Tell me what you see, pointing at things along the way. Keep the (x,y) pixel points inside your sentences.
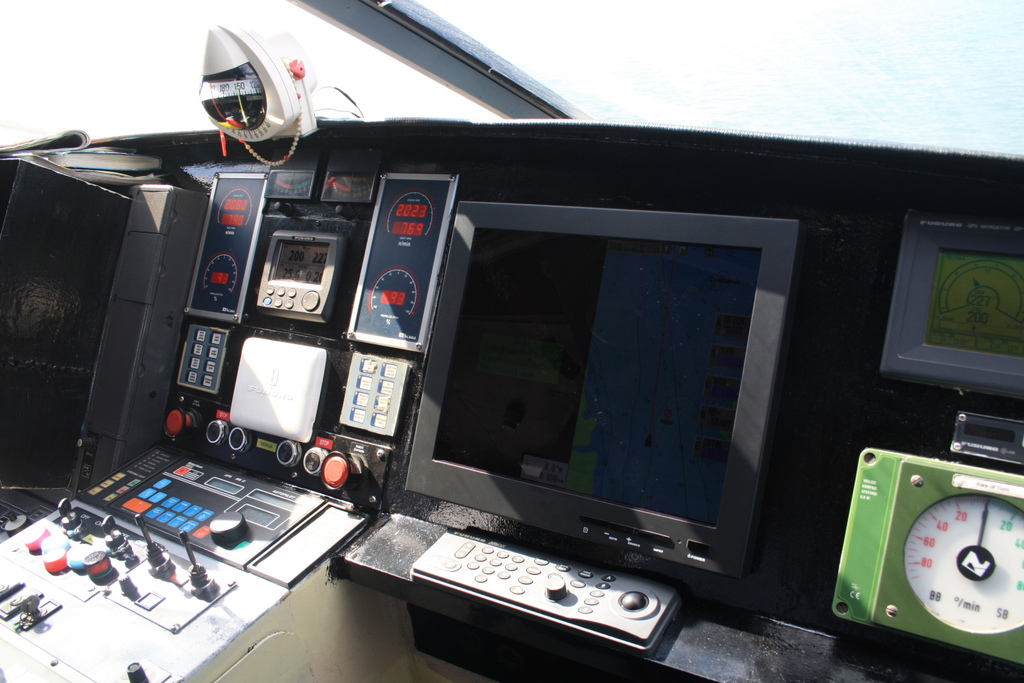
In this image I can see a screen (427,463) and I can also see few machines (189,342) and I can see white color background (172,59).
